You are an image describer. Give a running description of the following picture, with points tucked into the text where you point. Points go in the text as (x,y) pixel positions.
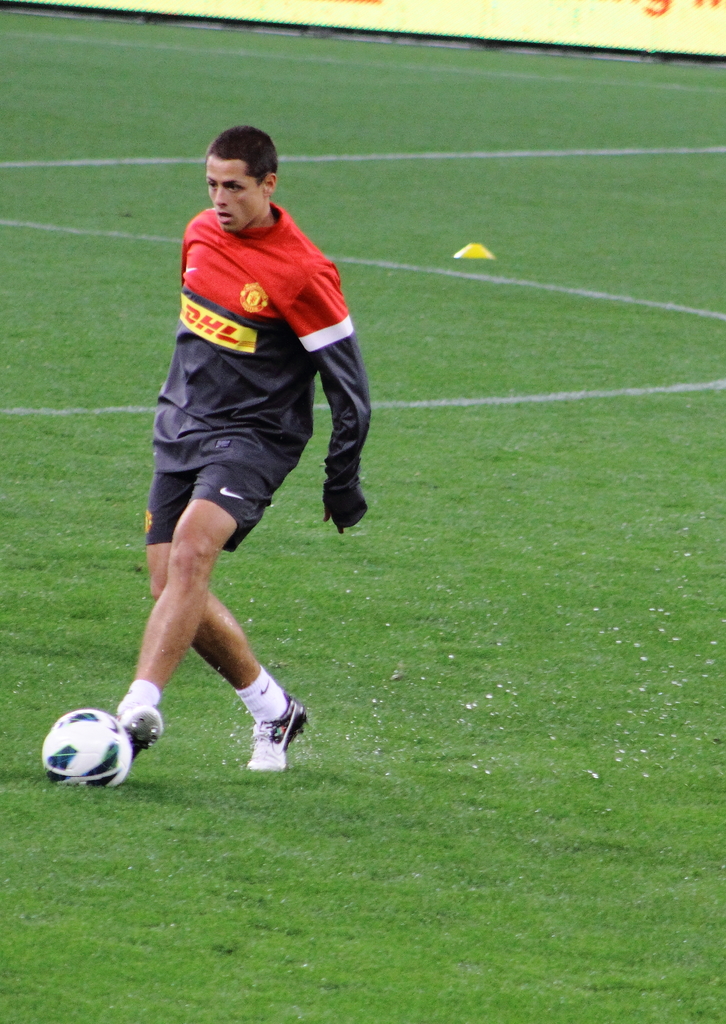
In this image i can see a man (195,386) is playing a football (119,733) on the ground (389,555).
